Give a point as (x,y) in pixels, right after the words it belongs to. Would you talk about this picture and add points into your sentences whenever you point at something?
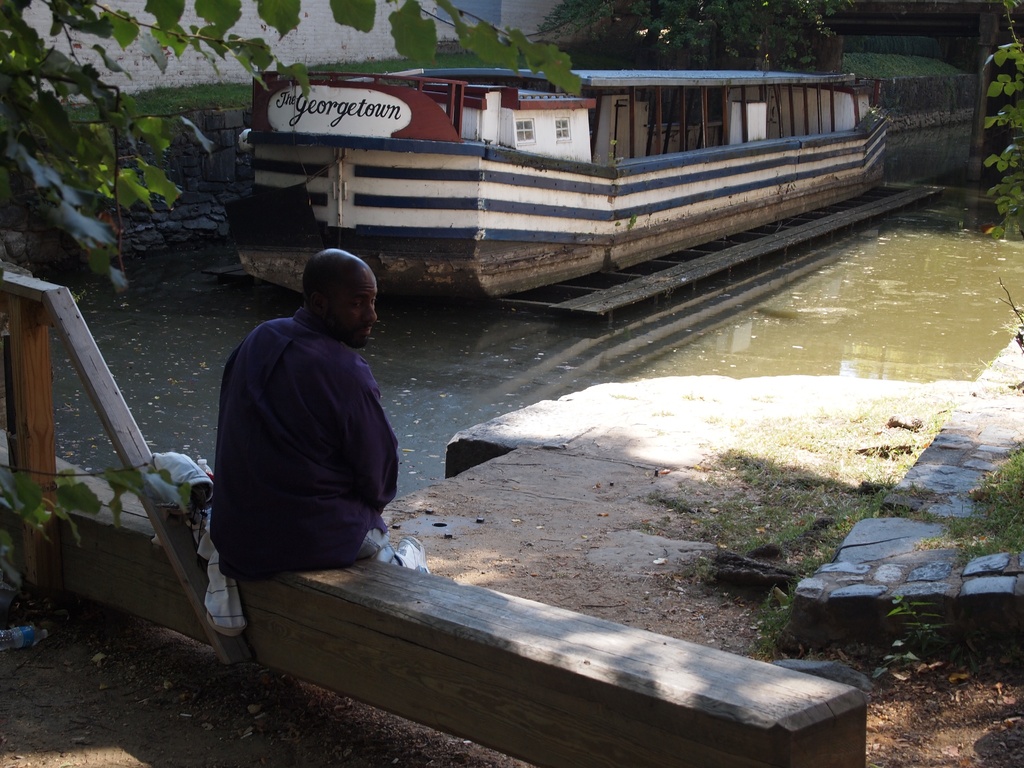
In the foreground of the image (309,445) we can see a person (310,467) sitting on the wooden log (441,654) with some clothes (199,534) and wood pieces (43,368). In the center of the image (580,261) we can see a boat (624,219) with some text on it is placed in the water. In the background (231,29), we can see a building (219,64), group of trees (698,53) and grass (912,67).
